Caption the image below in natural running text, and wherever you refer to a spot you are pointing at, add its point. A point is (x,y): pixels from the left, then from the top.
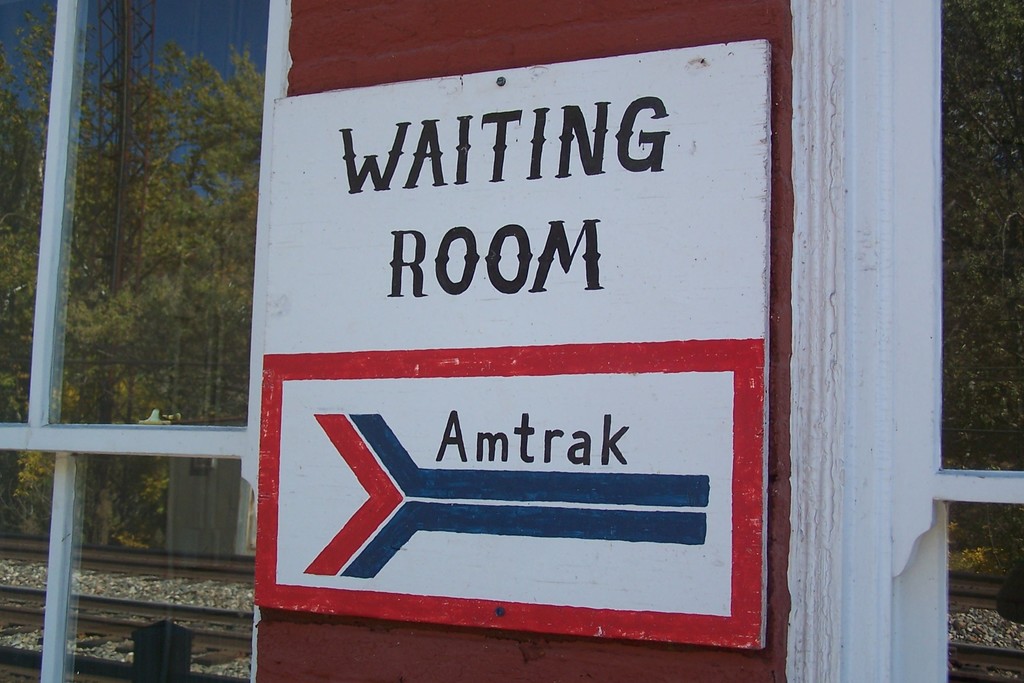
In this image we can see the board (487,251) with text (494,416) attached to the wall (486,6). And there are windows (35,199). We can see the reflection (182,568) of railway track (156,569), trees (96,203) and tower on the window (145,155).
